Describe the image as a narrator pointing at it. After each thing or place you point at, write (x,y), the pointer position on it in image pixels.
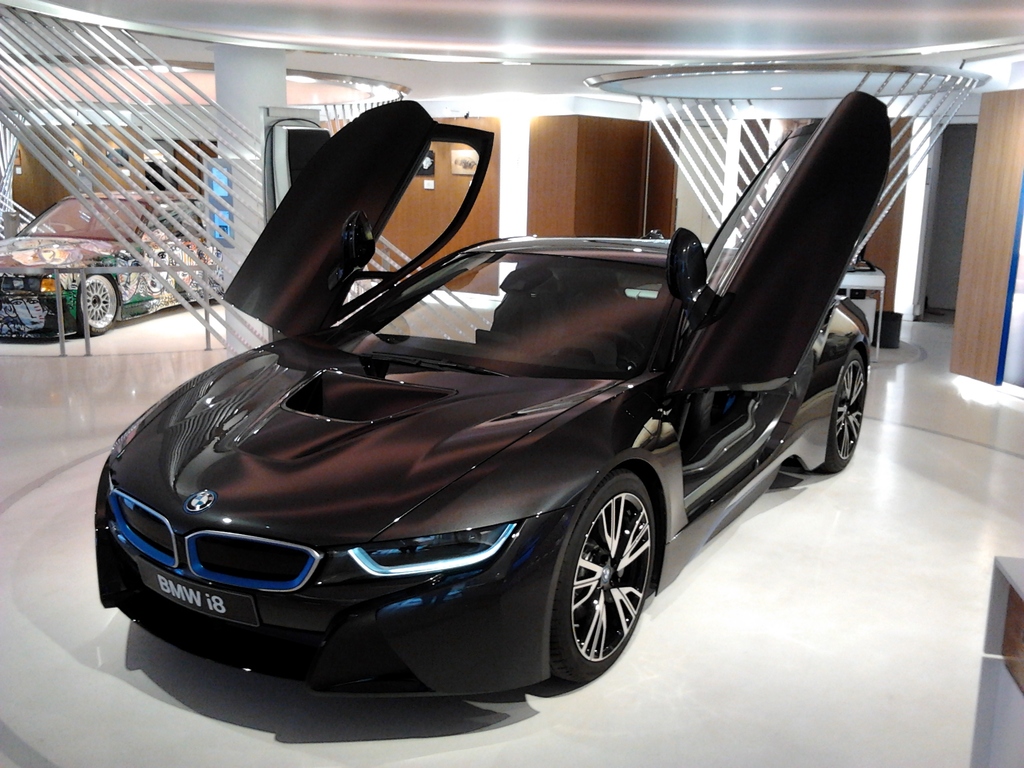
In this image we can see some cars (310,380) which are in showroom (278,757), in the foreground of the image (391,479) there is black color car (424,501) which doors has been opened and in the background of the image (440,208) we can see another car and a wooden surface wall (447,165).
